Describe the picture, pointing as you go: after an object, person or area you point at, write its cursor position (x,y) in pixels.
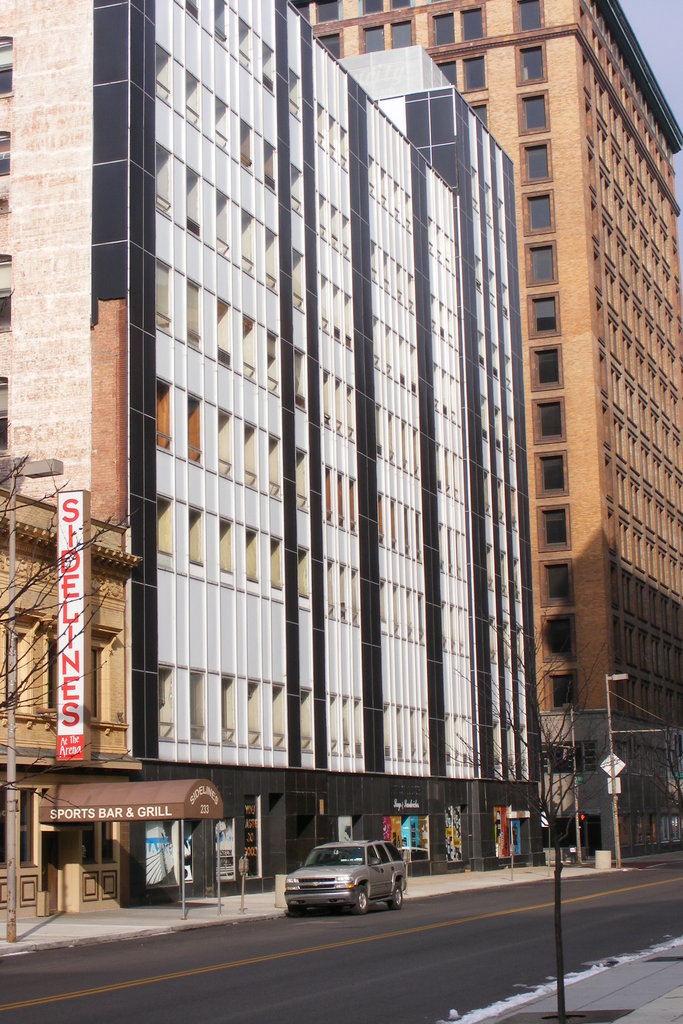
This picture is clicked outside. In the center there is a car (347,899) parked on the ground (405,930). In the background (346,525) we can see the buildings (361,181), sky (653,36) and some other objects (14,843).
